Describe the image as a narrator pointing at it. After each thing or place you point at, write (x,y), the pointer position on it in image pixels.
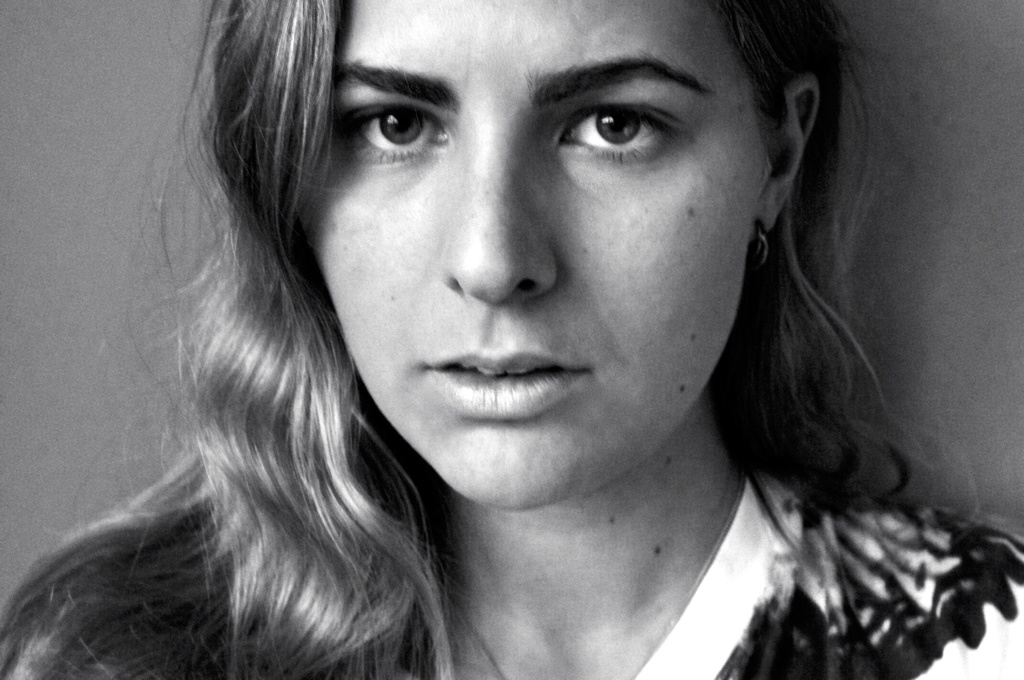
In the picture we can see a woman face (448,367) and on her face (435,366) we can see some moles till her neck (607,651) and in the background (169,200) we can see a wall (52,41) and it is a black and white photography.
